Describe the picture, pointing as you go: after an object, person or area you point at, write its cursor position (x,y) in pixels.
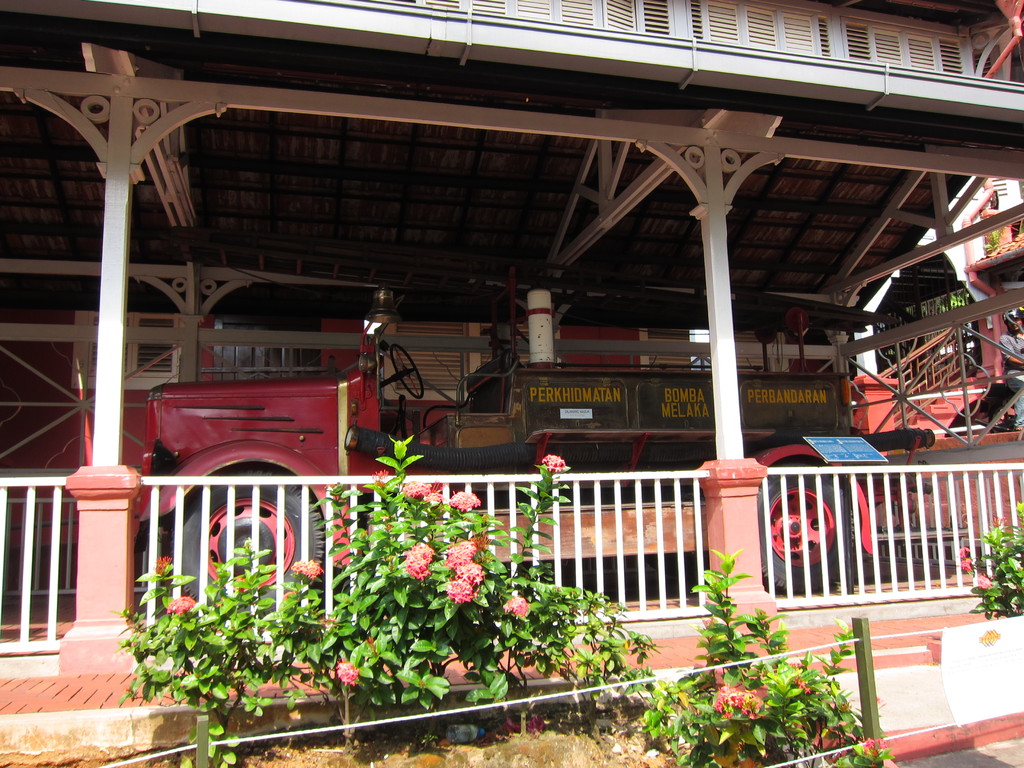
In this image we can see a house (387,56), In front of it plants (562,646) are there and inside of it one vehicle (466,424), which is in red color is present. Right side of the image (960,403) we can see stairs (937,401).
